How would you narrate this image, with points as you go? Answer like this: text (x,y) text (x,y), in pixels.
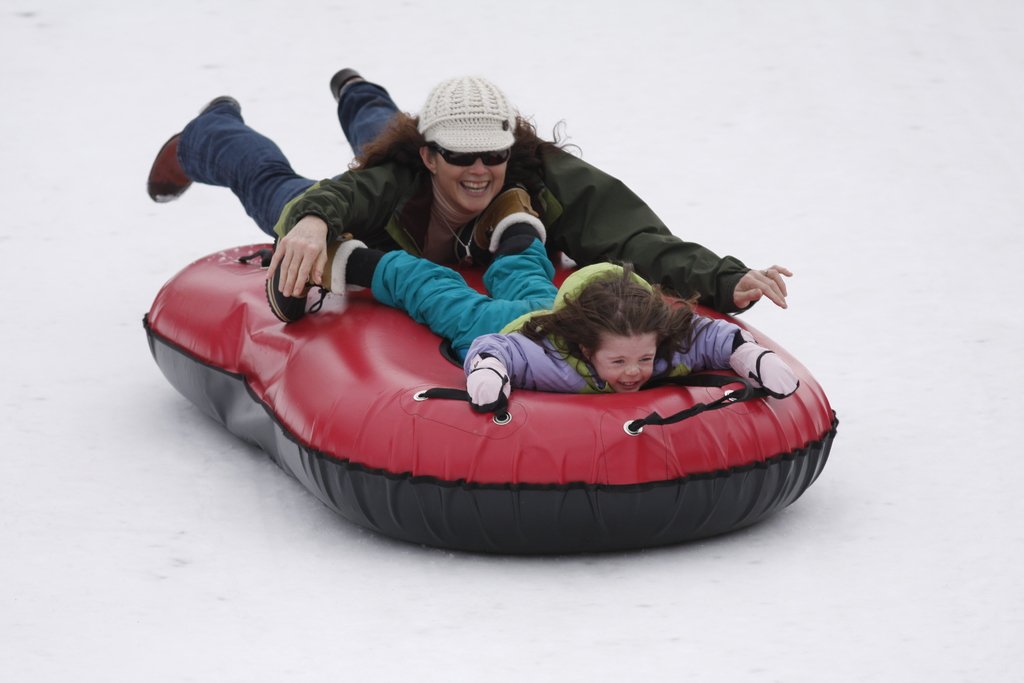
In this picture there is a woman (423,185) who is wearing goggles (469,155), cap (504,148), jacket (333,188), t-shirt (449,242), locket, jeans (382,117) and shoes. Beside her there is a baby girl (643,360). Both of them are lying on this tube board (396,332) on the snow (918,485).
